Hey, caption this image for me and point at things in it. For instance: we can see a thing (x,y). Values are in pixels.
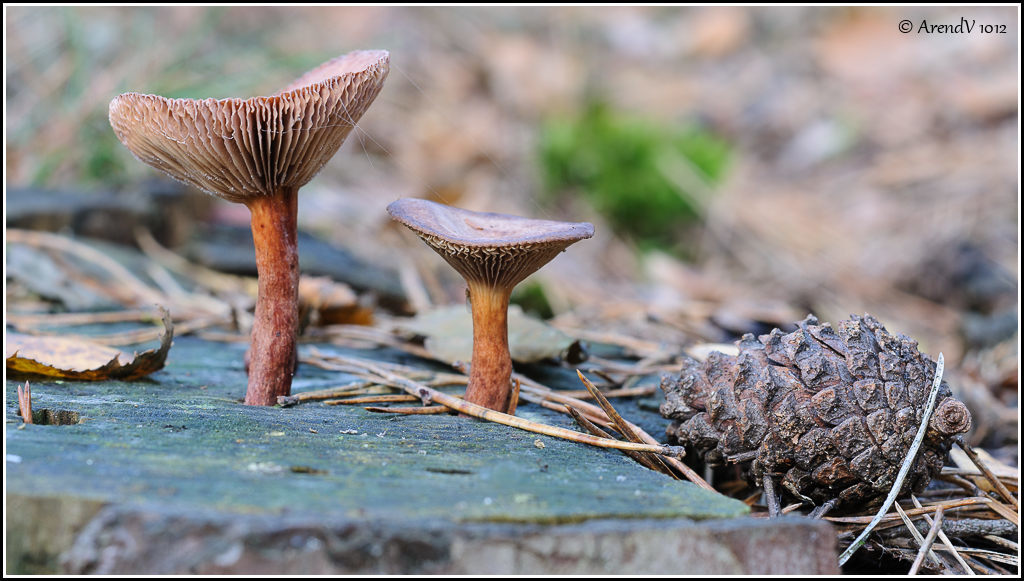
In this image there are mushrooms (177,115), dried sticks (637,430), plants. There is a dried pine cone (736,361) and the background of the image (768,76) is blur. There is some text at the top of the image (949,27).
